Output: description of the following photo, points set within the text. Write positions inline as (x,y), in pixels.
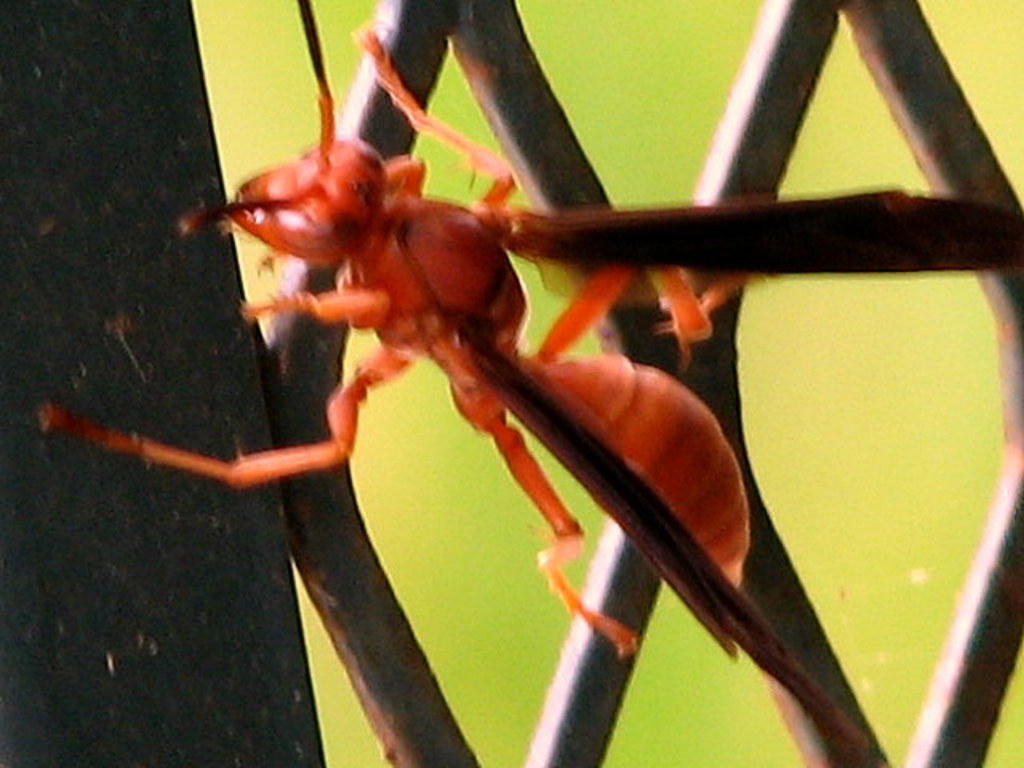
In this image in the middle (395,284) there is a wasp (381,326) which is red in colour on the metal stand (203,333) and the background (860,433) is blurry.
